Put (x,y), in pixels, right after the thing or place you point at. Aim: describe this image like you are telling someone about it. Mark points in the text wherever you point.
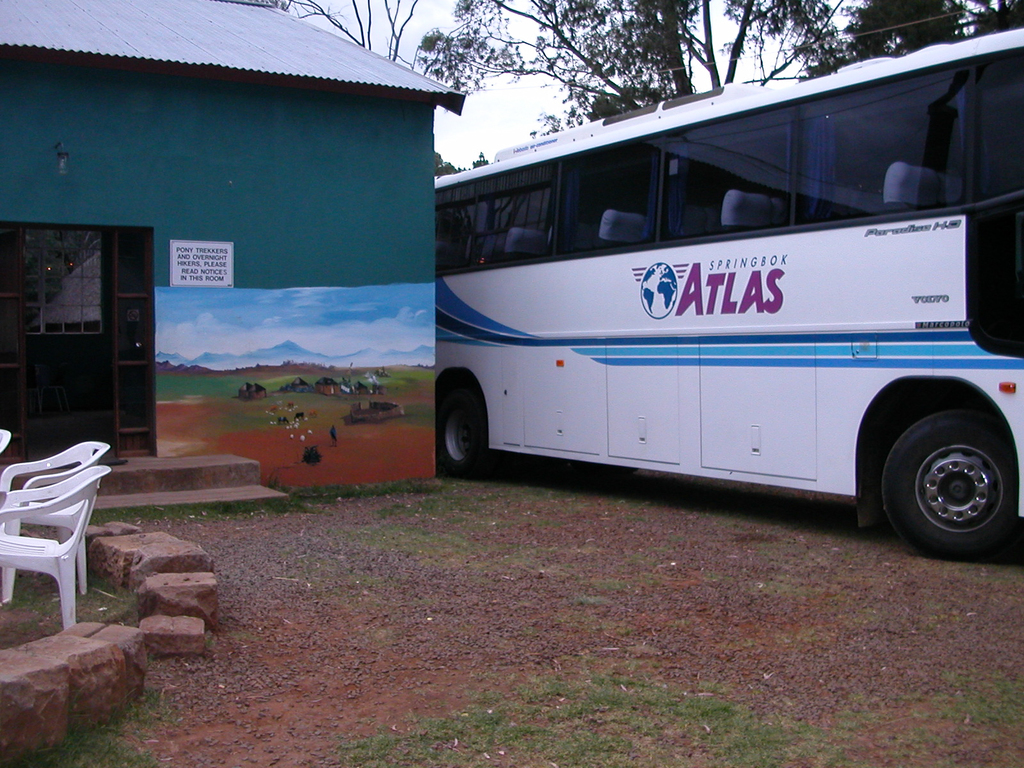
We can see chairs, stones (163,595), bus (673,384), house (428,346) with painting (343,383), behind the bus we can see trees (586,39) and sky (428,7).
